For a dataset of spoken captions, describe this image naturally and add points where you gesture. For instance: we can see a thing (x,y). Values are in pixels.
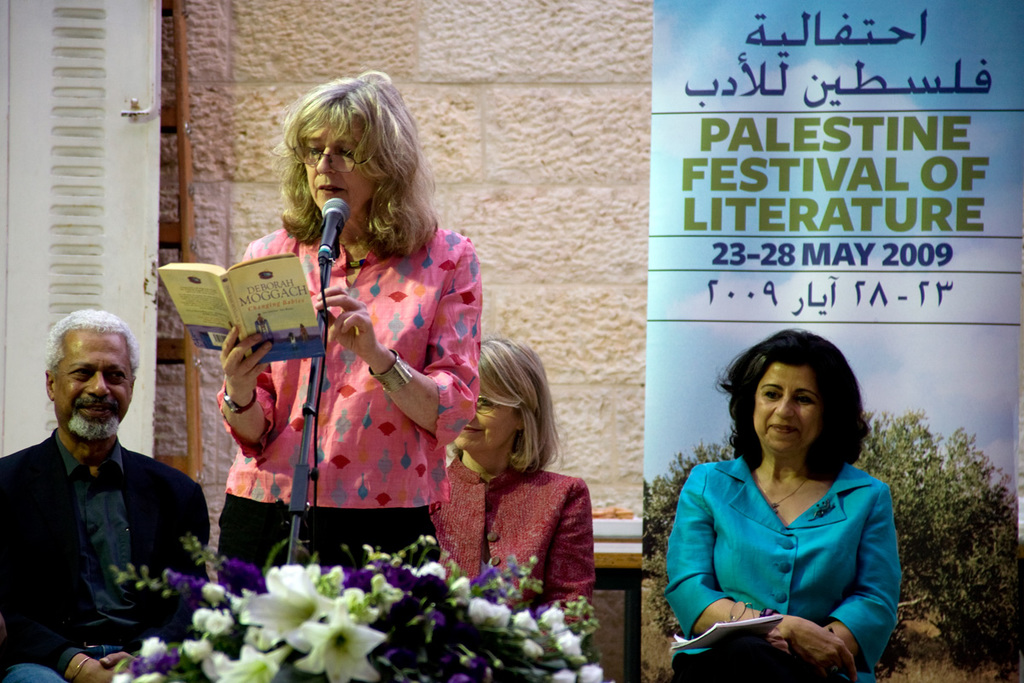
In the foreground of this picture (336,605) we can see the flowers (460,633). On the right (692,513) we can see the two women (785,444) smiling and sitting. In the center (356,283) we can see a woman (379,275) standing, holding a book (212,292) and seems to be reading and we can see a microphone (323,238) attached to the metal stand (300,479). On the left (35,459) we can see a man (52,451) wearing blazer (42,550) and sitting. In the background (321,23) we can see a wall (521,58), text (799,144) and numbers (892,265) and some pictures (974,446) on the banner (893,300) and we can see some other objects (179,171) in the background (641,546).
